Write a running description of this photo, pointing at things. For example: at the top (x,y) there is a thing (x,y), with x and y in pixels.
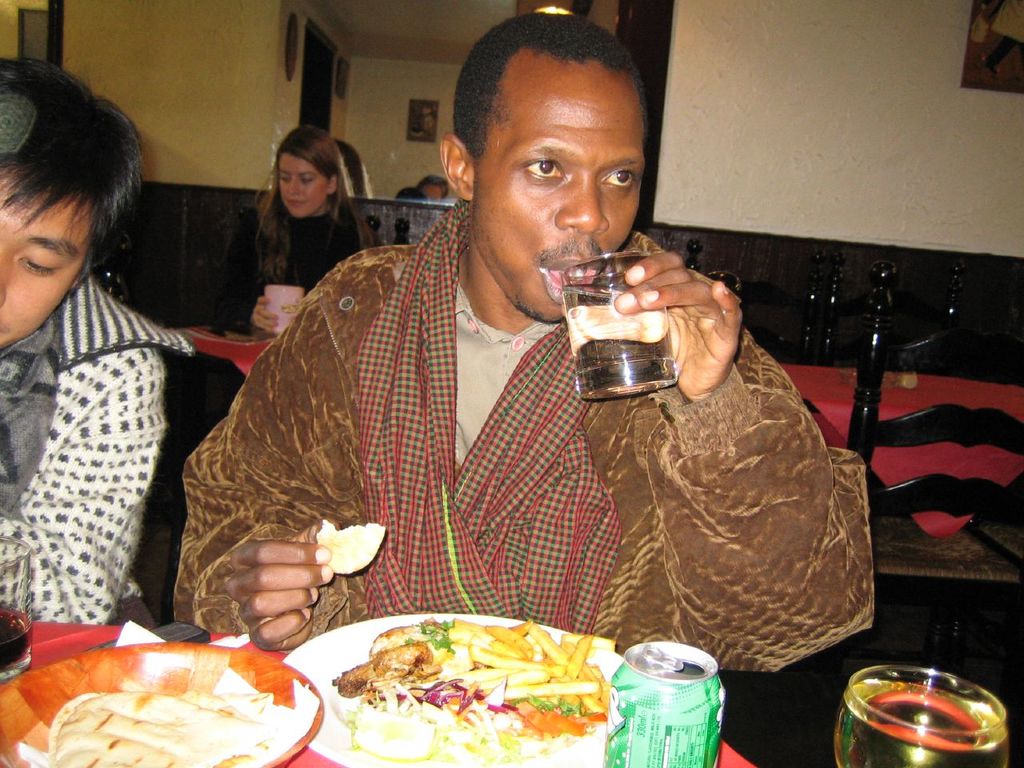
In this image there are three persons (643,438) sitting on the chairs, there are tables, chairs (1009,491), on one table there are glasses (8,641), food items (426,683) on the plates (477,691), tin (641,691), a person (581,570) holding a glass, and in the background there are frames (436,122) attached to the wall (383,112).
